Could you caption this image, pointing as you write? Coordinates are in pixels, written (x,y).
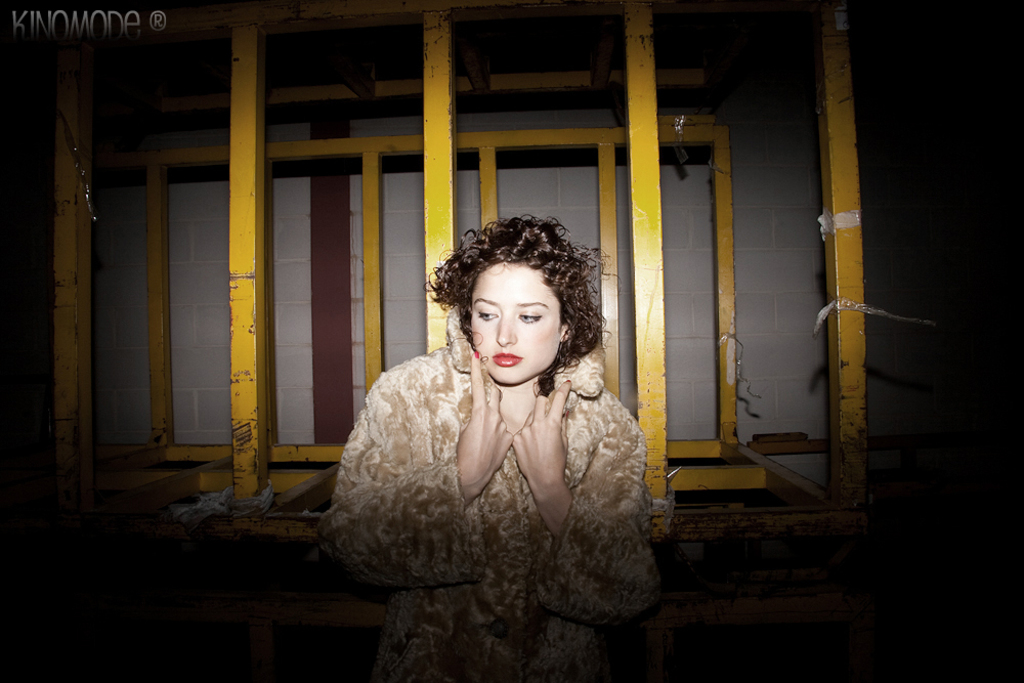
In this image we can see a woman (500,448). On the backside (481,223) we can see some poles (265,372) and a wall (286,277).
